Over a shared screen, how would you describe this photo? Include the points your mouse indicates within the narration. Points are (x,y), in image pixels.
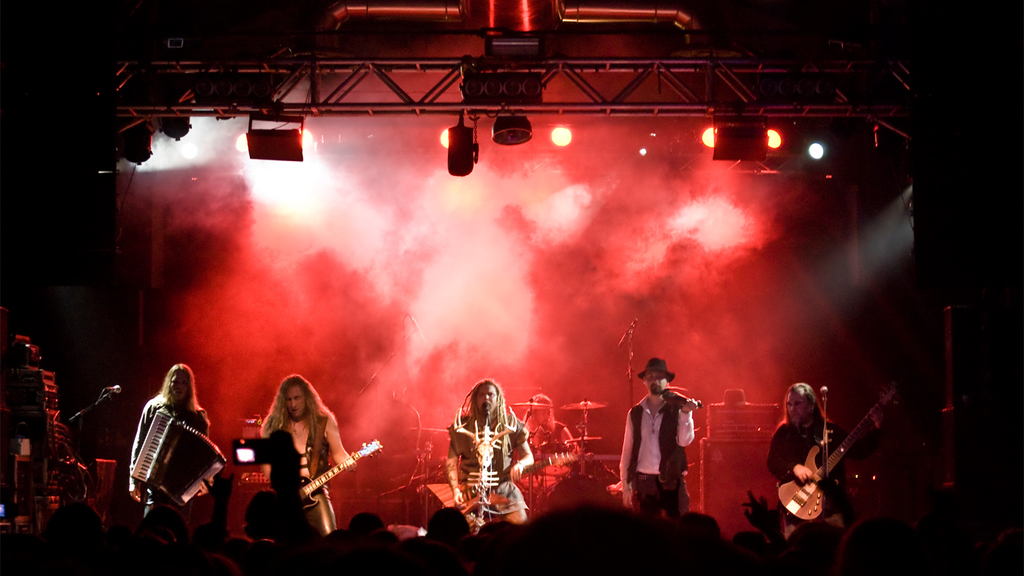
There are few people (164,395) on the stage (435,412) performing by playing musical instruments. In the background (43,388) there are boxes (29,375), musical instruments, lights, poles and we can see smoke (421,270).
